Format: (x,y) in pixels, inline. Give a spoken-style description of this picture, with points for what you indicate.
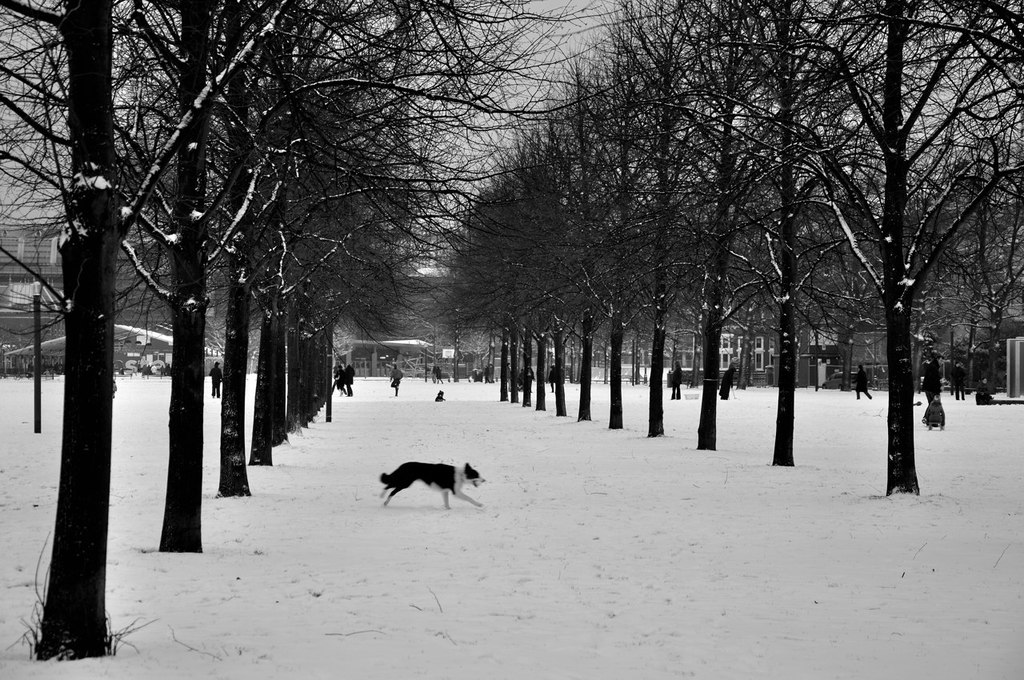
In this image we can see a few trees (506,359), dogs (445,492), people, snow (373,481), poles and buildings (15,272), in the background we can see the sky (857,123).
